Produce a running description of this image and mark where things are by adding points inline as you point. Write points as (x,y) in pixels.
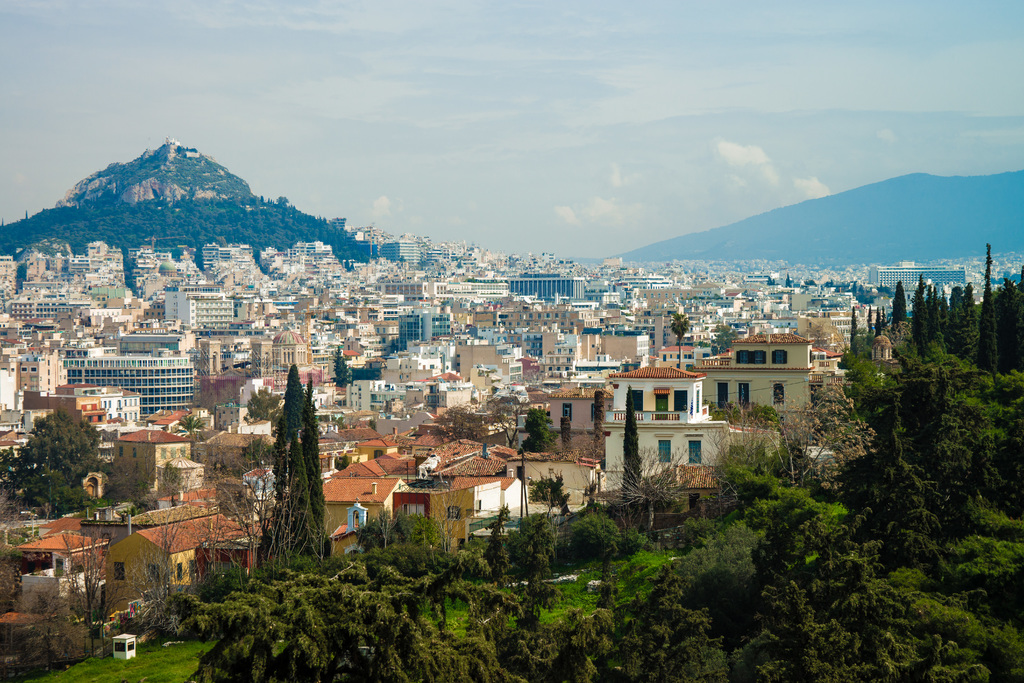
In this image we can see buildings (254,310), mountain (174,244), trees (175,204). At the top of the image (527,72) there is sky (366,45) and clouds (639,183).
